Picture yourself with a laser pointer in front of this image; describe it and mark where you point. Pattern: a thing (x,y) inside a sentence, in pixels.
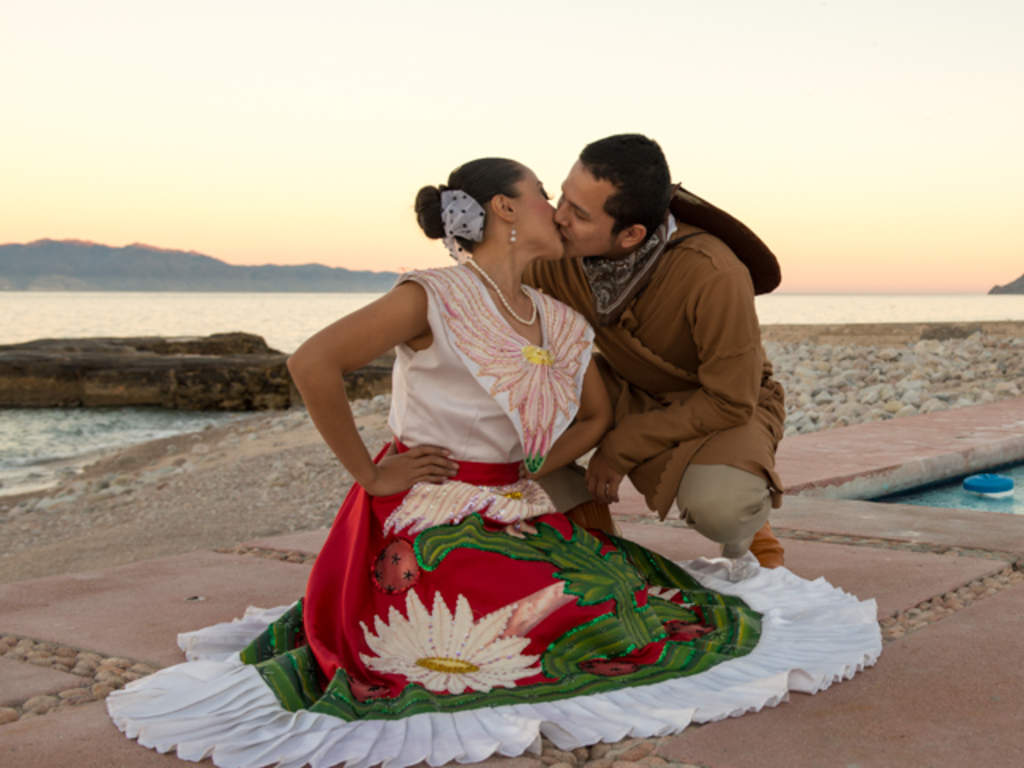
In the center of the image (497,257) we can see man (596,317) and woman (561,398) sitting on the ground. In the background (170,444) we can see stones (951,367), water (214,301), hill (220,270) and sky (435,91).
